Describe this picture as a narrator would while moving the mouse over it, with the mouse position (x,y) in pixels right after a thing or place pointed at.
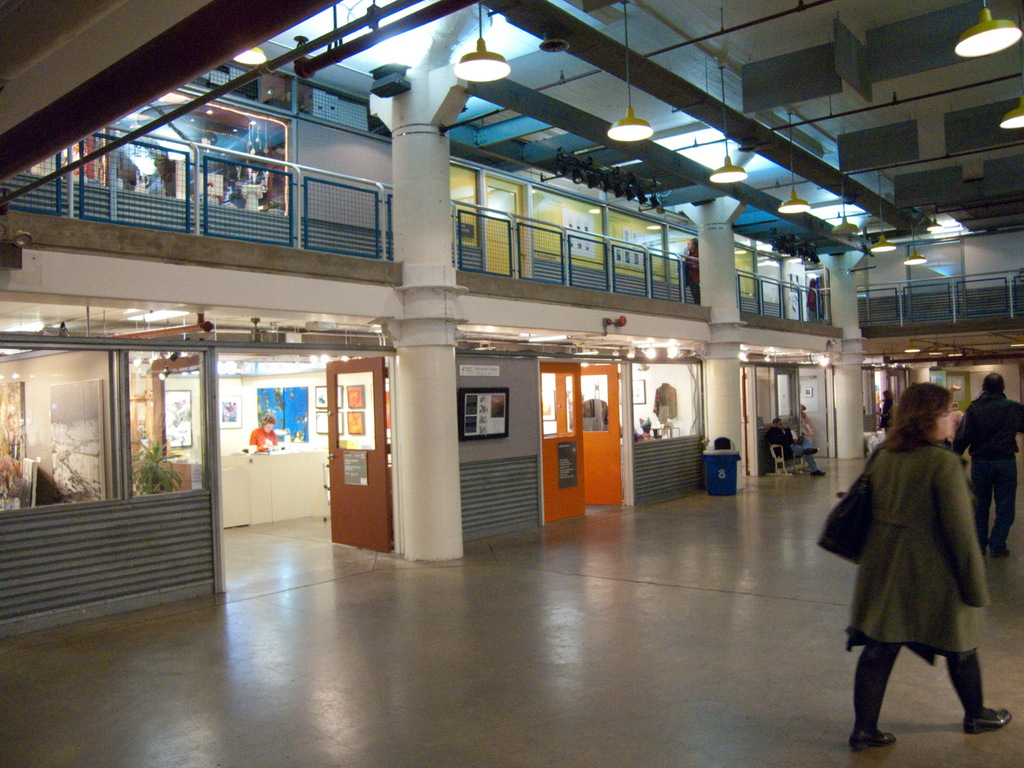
In the image there are two persons (910,552) walking on the floor (698,679) inside a building (424,5), on the left side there are doors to the wall (217,542) and there are lights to the ceiling (718,116).
